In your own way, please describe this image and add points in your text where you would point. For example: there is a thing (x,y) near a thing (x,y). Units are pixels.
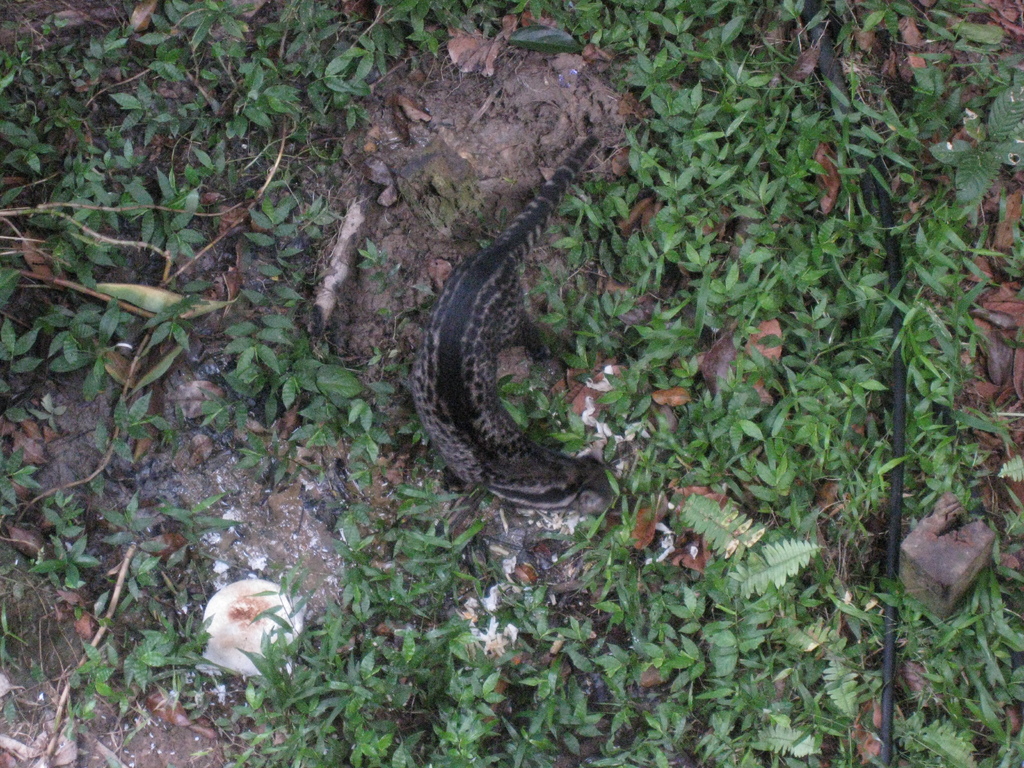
In this image, I can see an animal (543,454) on grass (526,395). This image is taken, maybe during a day.
